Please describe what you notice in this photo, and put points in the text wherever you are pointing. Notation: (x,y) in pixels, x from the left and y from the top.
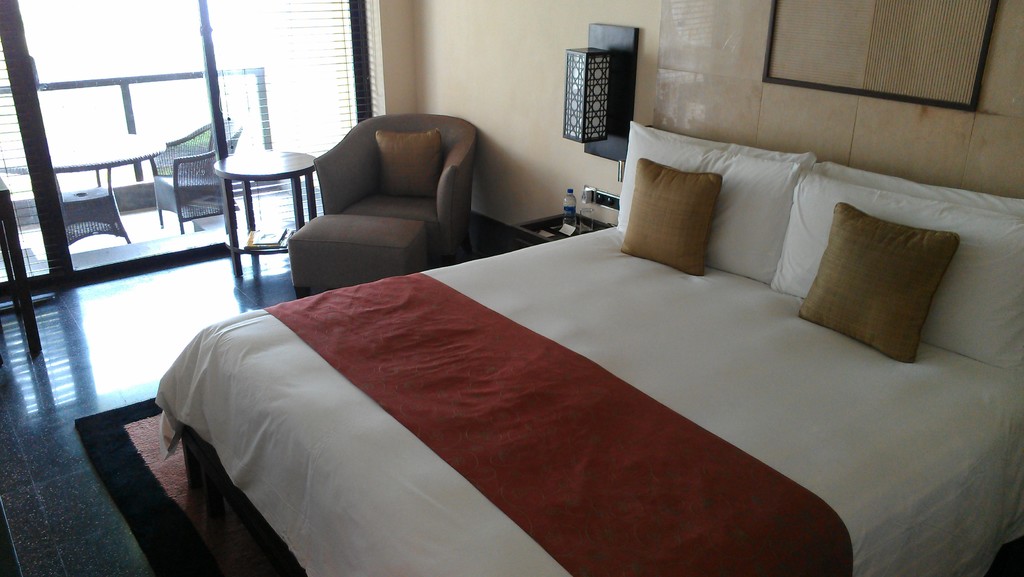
This is a picture of a bedroom (417,85). In the foreground of the picture (734,479) there is a bed (611,542), on the bed (742,379) there are pillows (778,208). In the center of the picture (436,211) there is a chair (353,194), table (313,198) and desk (552,224) and a lamp (592,97). In the top left (139,129) there is a railing (130,103) and table (120,161) and chairs (184,171). In the center of the room (576,197) there is a water bottle (566,213) and glass (590,219).
